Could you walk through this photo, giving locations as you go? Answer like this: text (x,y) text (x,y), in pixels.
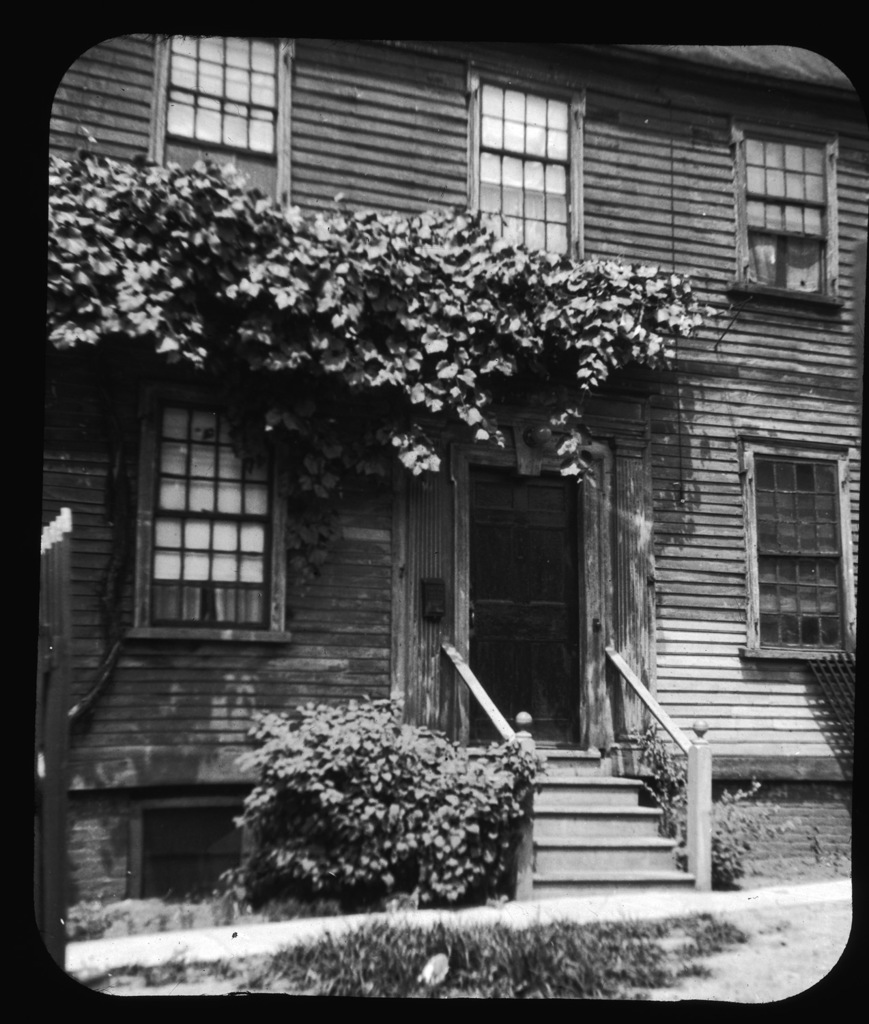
In this picture I can see there is a buildings (717,616) and it has windows (203,470) and doors (545,547) and there are plants (230,885) and stairs (605,841) here.
